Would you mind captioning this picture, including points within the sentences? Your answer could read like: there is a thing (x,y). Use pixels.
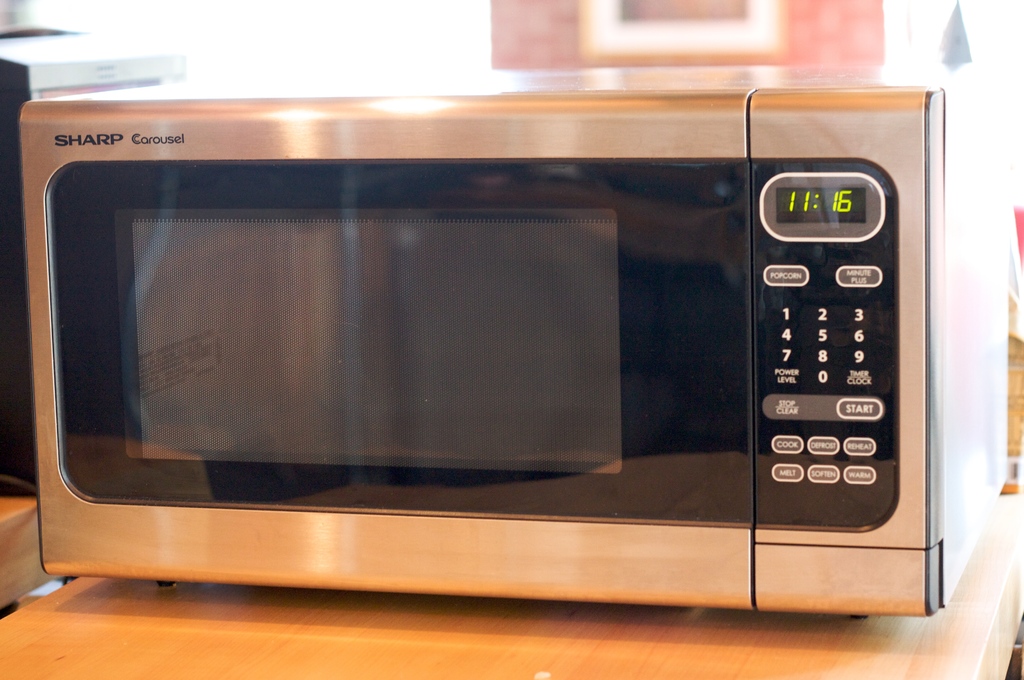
We can see oven (476,224) on the wooden surface (75,652). In the background (550,27) it is blur.
